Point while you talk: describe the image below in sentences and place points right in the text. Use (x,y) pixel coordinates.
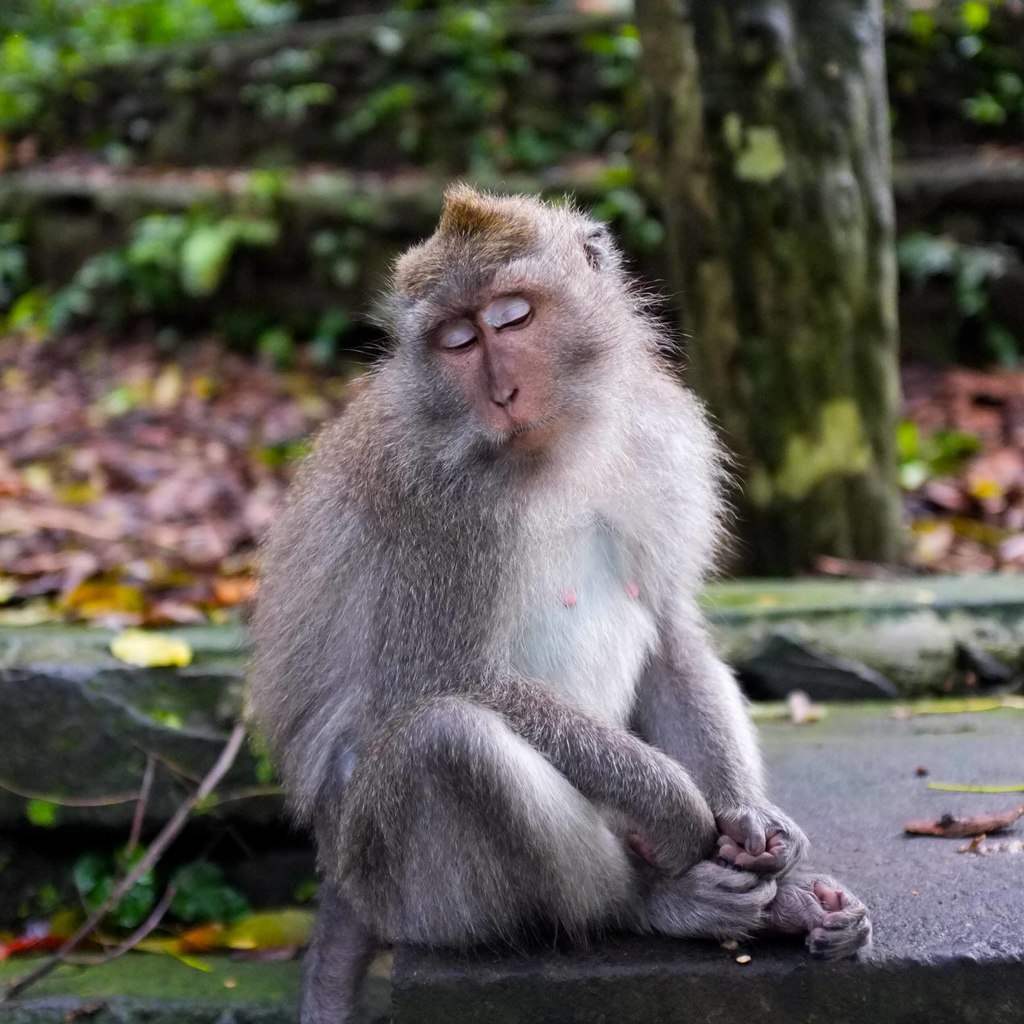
There is one monkey (536,592) sitting on the surface (807,825) as we can see at the bottom of this image (852,880). We can see a bark (800,431) of a tree (790,235) on the right side of this image (814,306).
